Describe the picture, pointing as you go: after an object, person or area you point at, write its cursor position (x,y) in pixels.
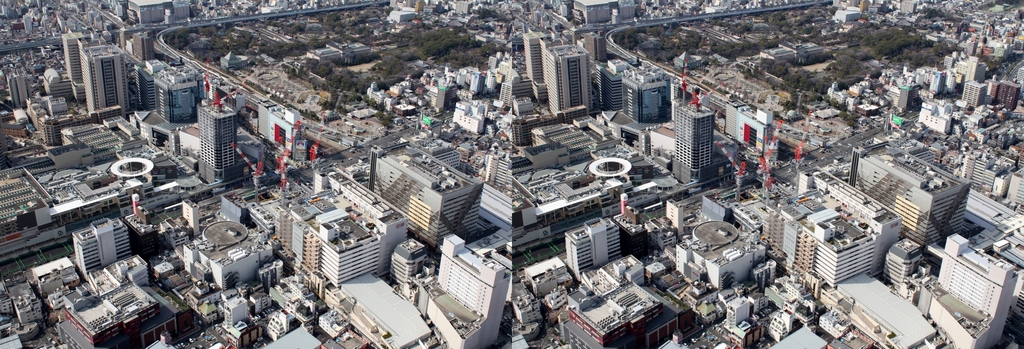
This is the picture of the view of a place where we have some buildings (832,265), houses (477,88), trees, plants (776,63), roads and some other things.
